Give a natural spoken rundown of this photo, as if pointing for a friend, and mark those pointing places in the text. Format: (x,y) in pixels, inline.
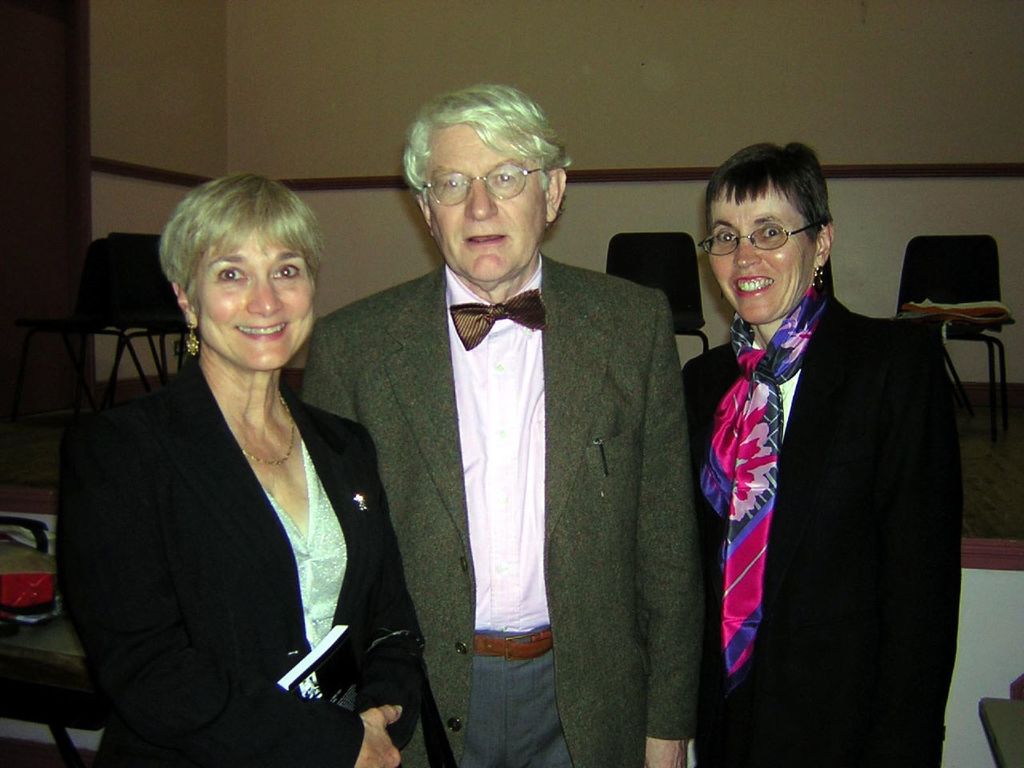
This picture seems to be clicked inside the room (629,679). In the center (480,365) we can see a person (536,319) wearing blazer (554,344) and standing and we can see the two women (299,606) wearing black color blazers (196,678), smiling and standing and we can see a book (294,689) and there are some objects (28,594) placed on the top of the tables (30,661) and we can see the chairs (106,298) and some other objects (919,308). In the background (640,70) we can see the wall (427,80).
